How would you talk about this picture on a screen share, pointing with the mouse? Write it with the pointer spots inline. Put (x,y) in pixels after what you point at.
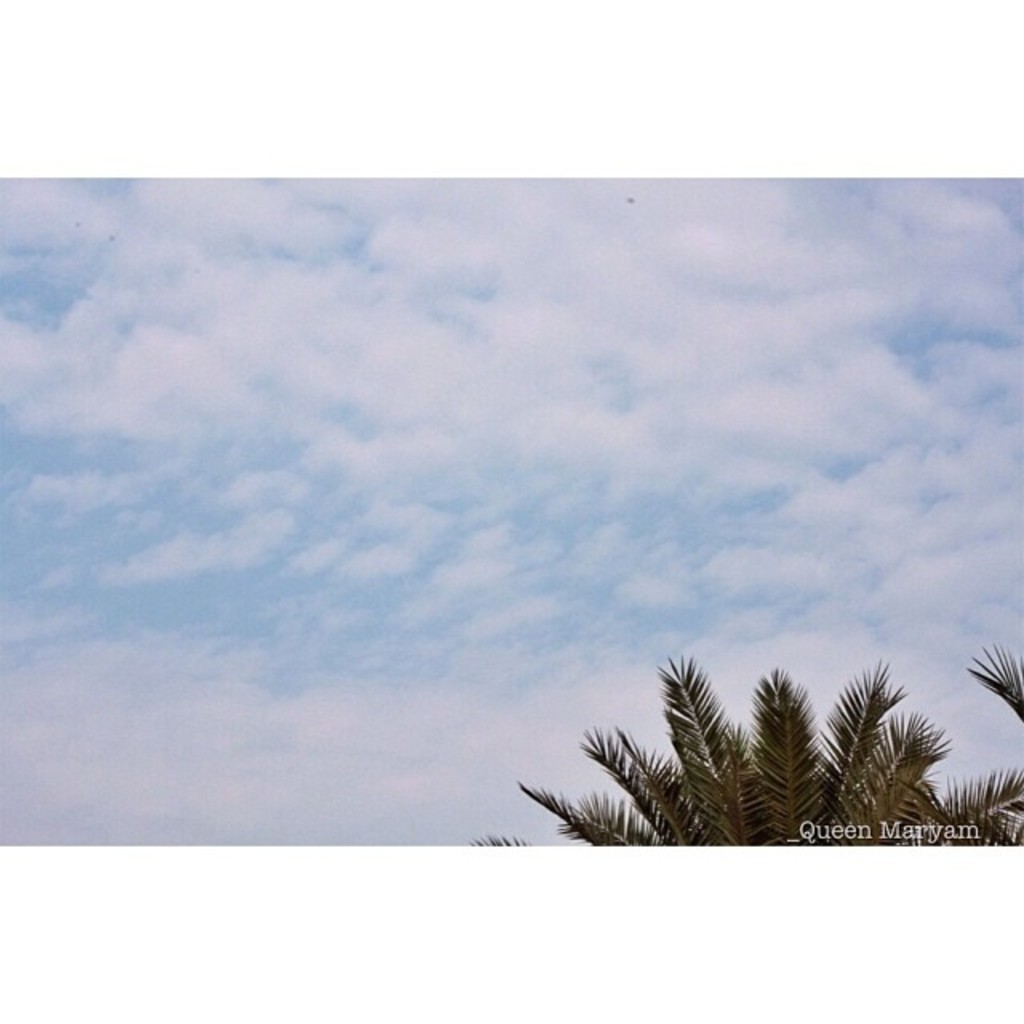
This image consists of trees (852,802). At the top (338,280), there are clouds (391,555) in the sky (332,570).
